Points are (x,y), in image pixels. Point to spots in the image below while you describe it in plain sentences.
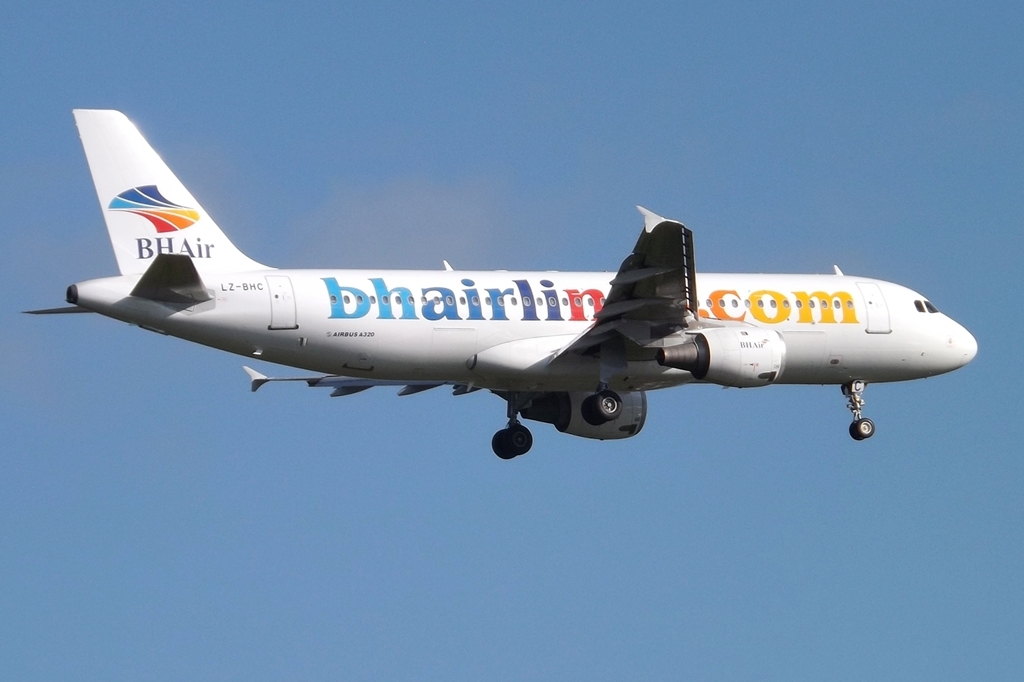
This image is taken outdoors. In the background (599,520) there is a sky (615,229). In the middle of the image (583,424) an airplane (507,286) is flying in the sky (959,288).
